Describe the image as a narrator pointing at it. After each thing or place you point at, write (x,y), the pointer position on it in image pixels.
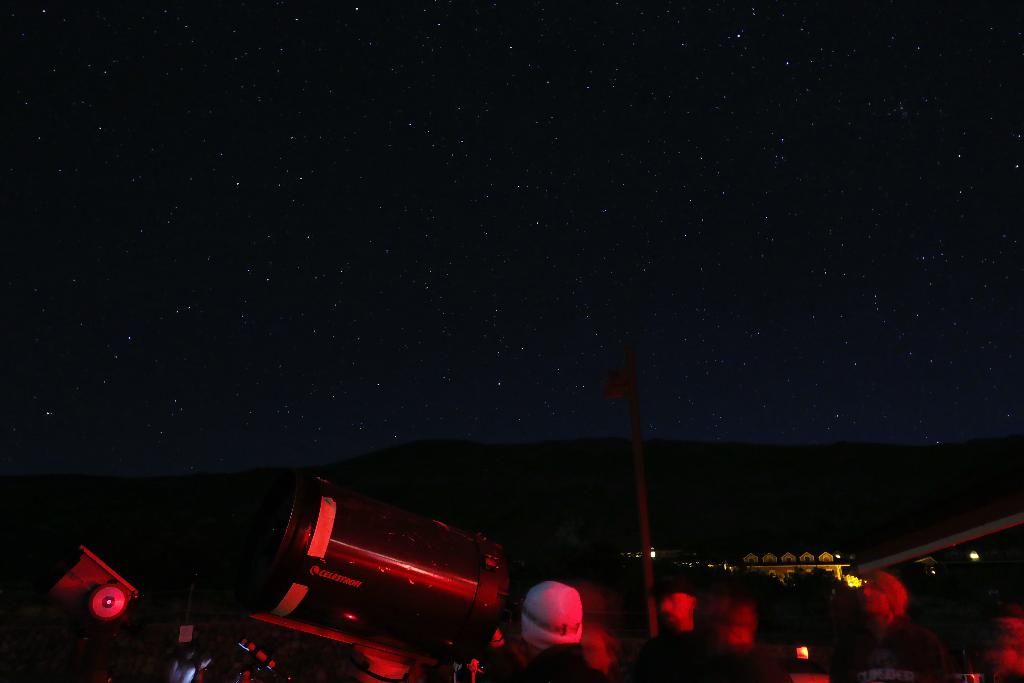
In the foreground of this image (620,661), on the bottom (875,678), there are persons (659,634), an object (332,566) as well as a pole (642,524). On the top (560,124), there is the dark sky (333,148) with stars (552,116).
